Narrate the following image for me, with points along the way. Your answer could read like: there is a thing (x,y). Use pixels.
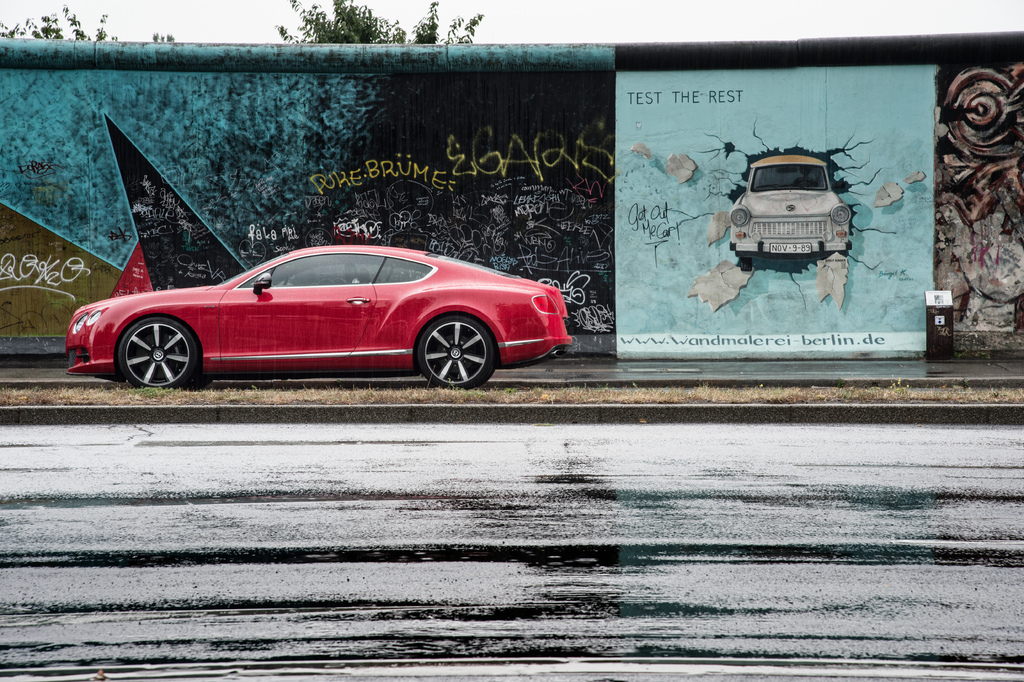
This image is taken outdoors. At the bottom of the image (521,518) there is a road (285,461). In the middle of the image (370,288) a car (252,294) is parked on the road (581,512) and there is a wall (628,151) with a graffiti (801,172) on it. At the top of the image (920,15) there is a sky (745,17) and there are two trees (347,13).
